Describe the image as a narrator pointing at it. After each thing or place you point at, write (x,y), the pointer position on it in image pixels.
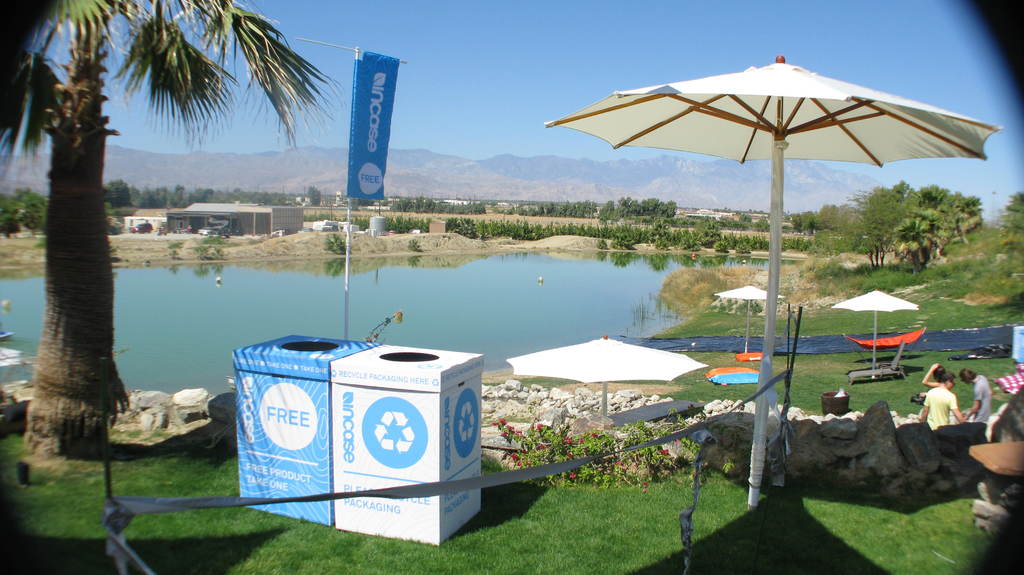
In this picture there are mountains (677,198) and trees (589,231) and there are buildings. In the foreground (280,380) there are umbrellas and there are boxes (367,425) and there is a flag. On the right side of the image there are three people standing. At the top (473,50) there is sky (483,50). At the bottom (367,566) there is water (626,331) and there is grass (383,565) and there are flowers (654,434).
